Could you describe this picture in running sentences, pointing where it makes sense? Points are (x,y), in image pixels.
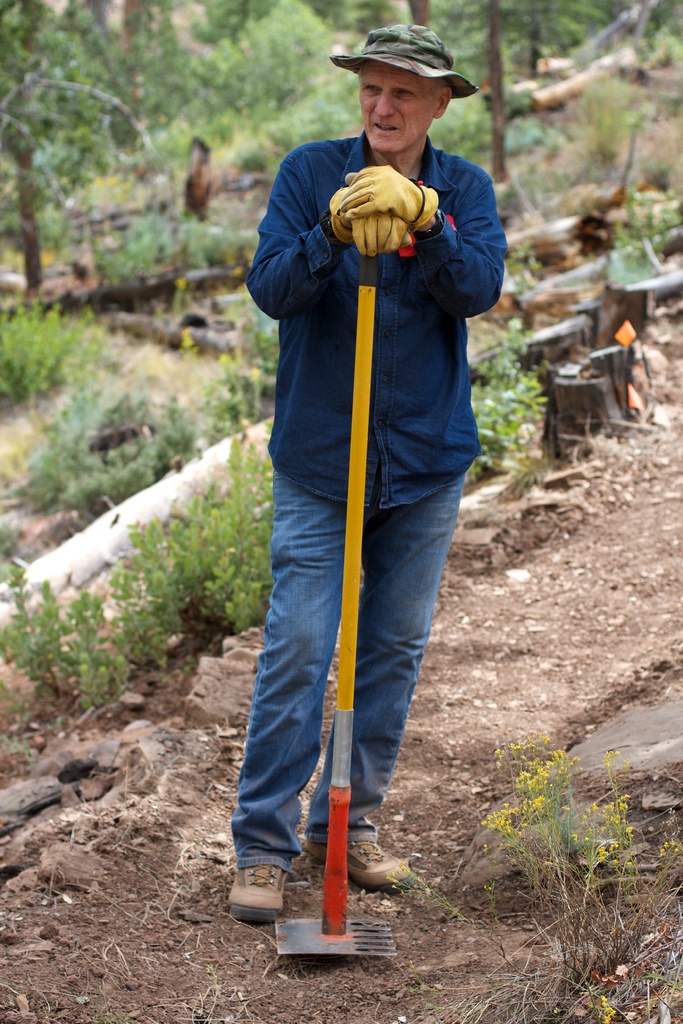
Here in this picture we can see a person (386,282) standing on the ground (214,767) over there and he is wearing gloves (386,188) and hat (436,49) on him and holding a stick (354,515) with something (336,913) below it in his hand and behind him we can see plants (209,542) and trees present all over there.
